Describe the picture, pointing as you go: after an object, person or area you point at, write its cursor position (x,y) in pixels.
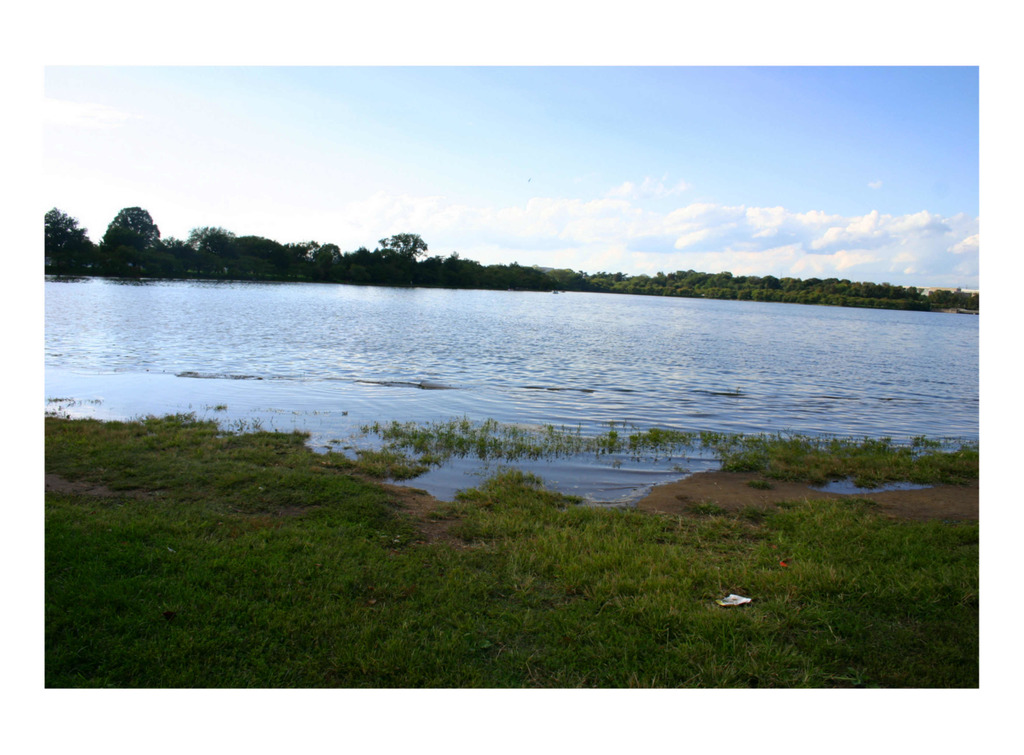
In this image I can see few trees (328,263), water (658,338) and green grass (555,586). The sky (604,141) is in white and blue color.
